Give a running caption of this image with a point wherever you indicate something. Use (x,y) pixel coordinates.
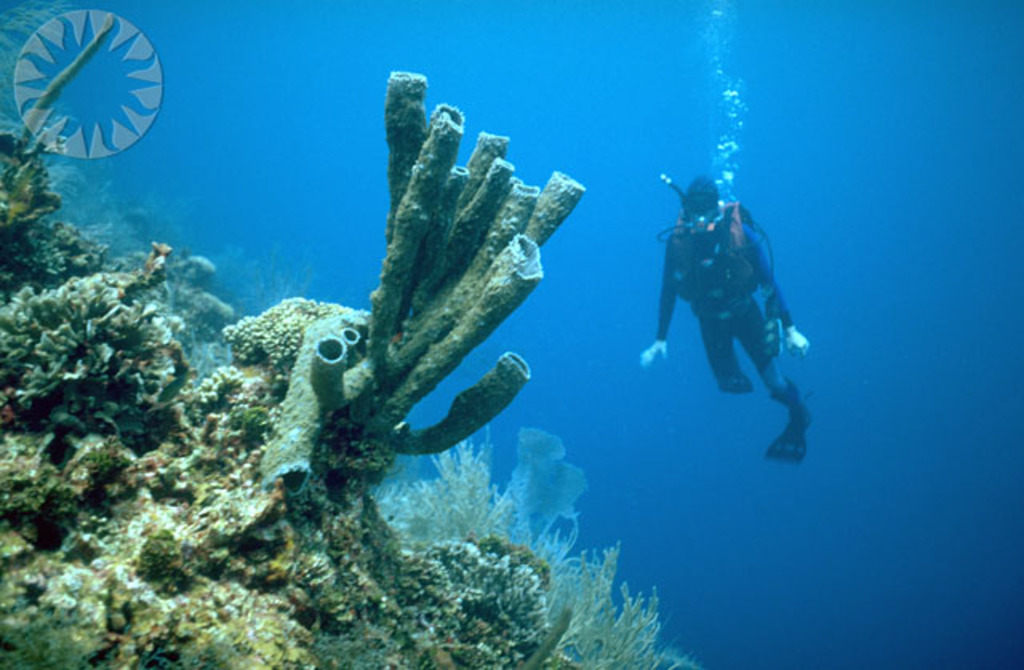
In this image, we can see corals (438,522), sea lettuce (408,512). Background (181,2) we can see blue water (617,294). Here a person (719,318) is diving in the water (788,371). left side (42,100) top corner, there is a logo (27,67) in the image.
